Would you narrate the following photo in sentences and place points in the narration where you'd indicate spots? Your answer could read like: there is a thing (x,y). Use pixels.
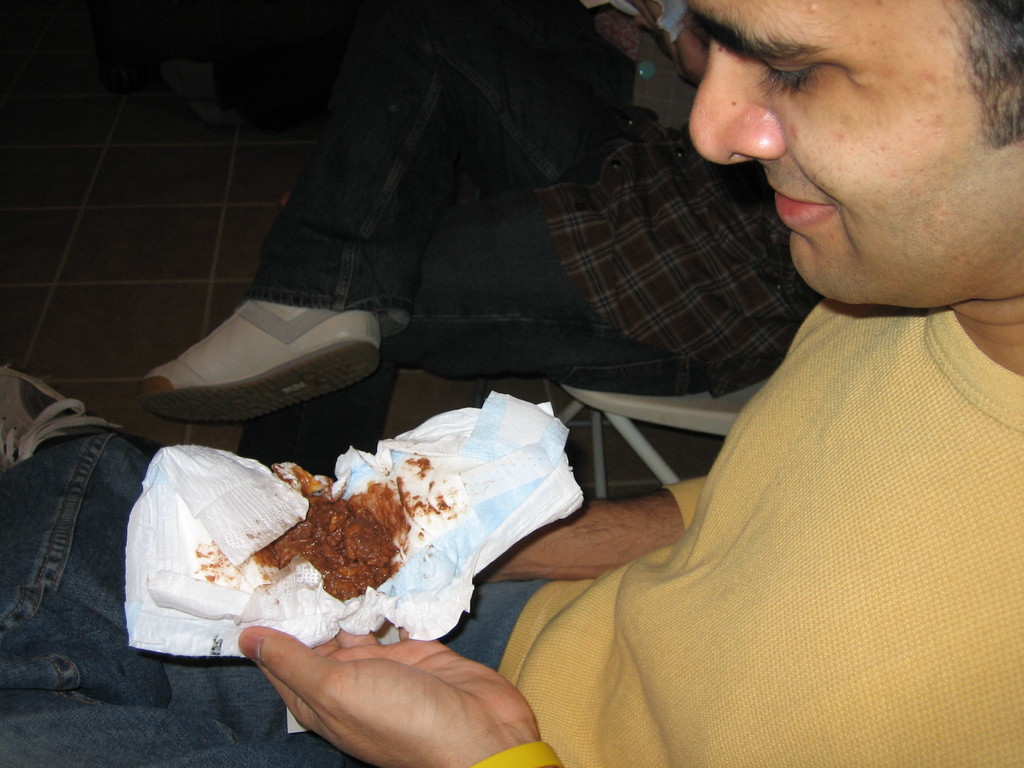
In this picture I can see there is a man (847,345) holding a diaper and there is another person (753,171) sitting beside him on the chair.
